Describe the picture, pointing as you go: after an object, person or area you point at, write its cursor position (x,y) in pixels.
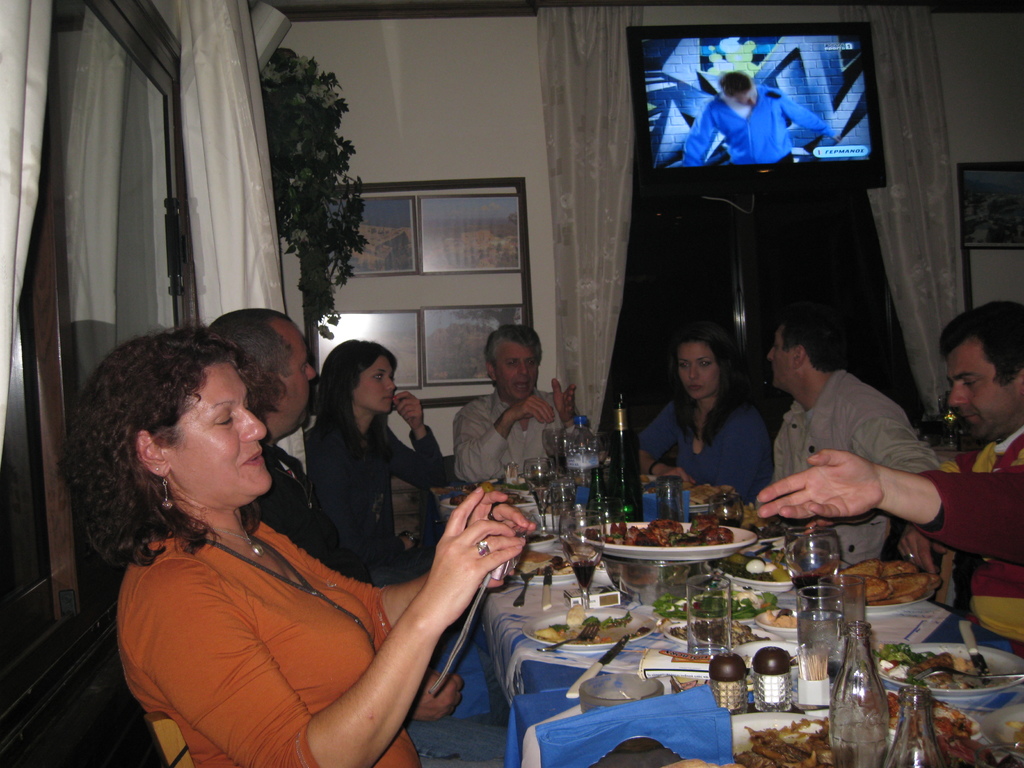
Here we can see some persons (219,693) are sitting on the chairs (169,736). This is table (605,673). On the table (534,766) there are glasses (816,601), bottles (865,757), plates (778,645), bowl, and some food (687,613). On the background (523,77) there is a wall (476,96) and this is frame (413,376). Here we can see a screen (781,97) and this is door (764,285). There is a curtain (590,188).
